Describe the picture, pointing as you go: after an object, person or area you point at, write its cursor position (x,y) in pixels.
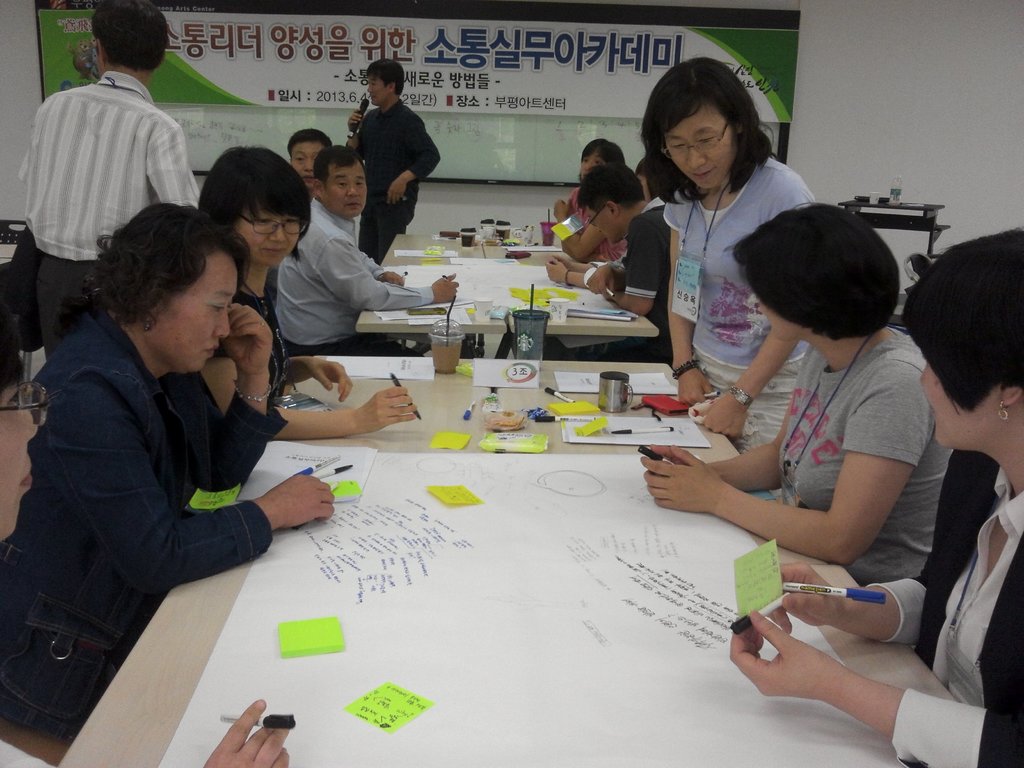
In this picture we can see a group of people (216,323) and in front of them we can see tables (538,253) with glasses (447,369), papers (470,682), pens (550,392), cup (608,389), some objects (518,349) on it and in the background (407,189) we can see a man (390,187) standing, holding a mic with his hand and poster (261,40) on the wall (837,115), table (911,206), bottle (900,204).
